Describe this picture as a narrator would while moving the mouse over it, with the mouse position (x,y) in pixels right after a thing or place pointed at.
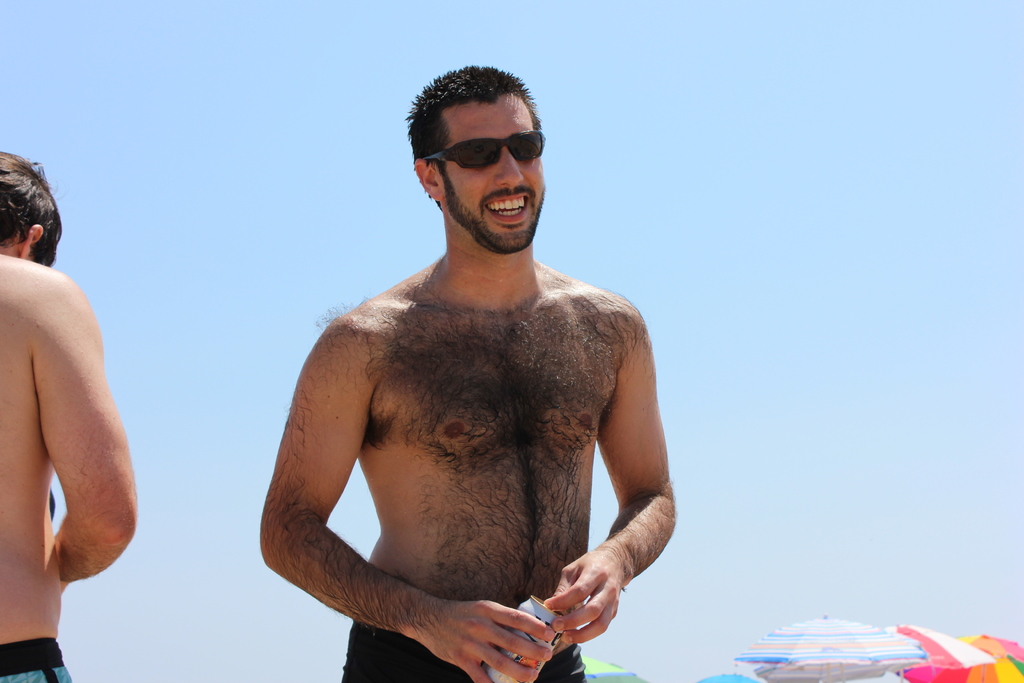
In this picture there is a man (470,493) standing and smiling and he is holding the tin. On the left side (8,543) the image there is a man (47,516) standing. At the back (869,652) there are umbrellas (789,652). At the top (777,184) there is sky (711,245).
